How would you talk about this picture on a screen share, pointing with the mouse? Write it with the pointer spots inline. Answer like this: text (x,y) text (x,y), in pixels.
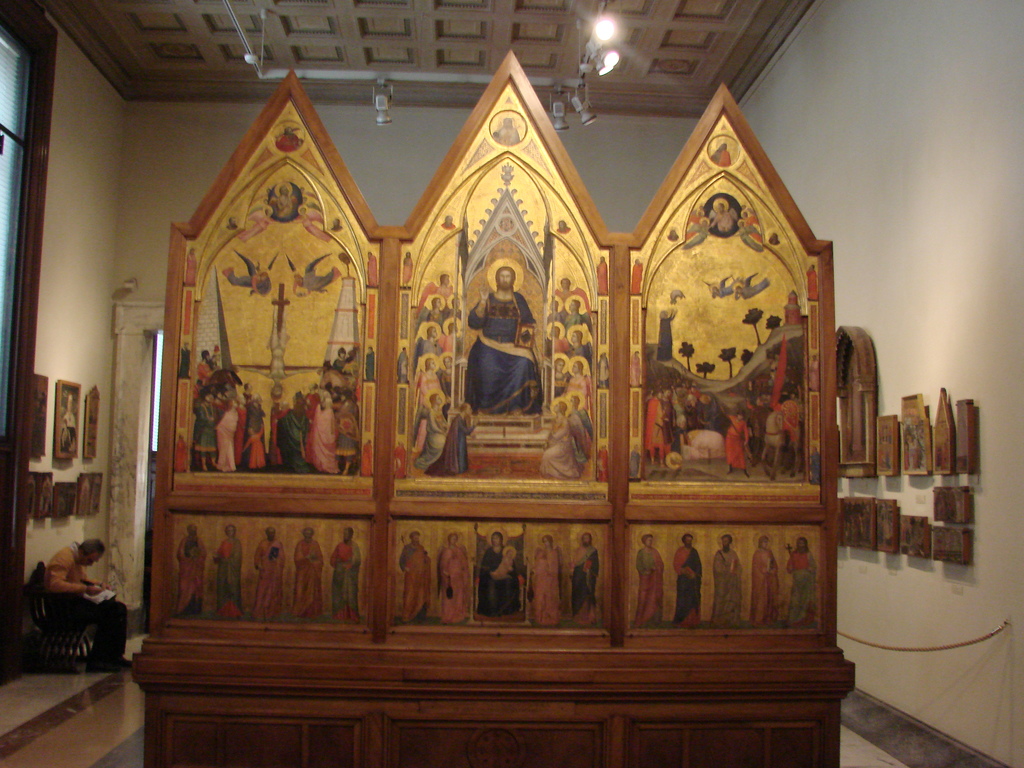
In this image, I can see the painting (295,428) of people (487,388) on a wooden object (611,687). At the bottom left side of the image (66,552), there is a person (76,610) sitting on a bench (60,645). On the left (66,472) and right side of the image (954,472), I can see the photo frames (73,424) attached to the walls (912,288). At the top of the image (461,78), there are lights (602,52) hanging to the ceiling (361,19).
